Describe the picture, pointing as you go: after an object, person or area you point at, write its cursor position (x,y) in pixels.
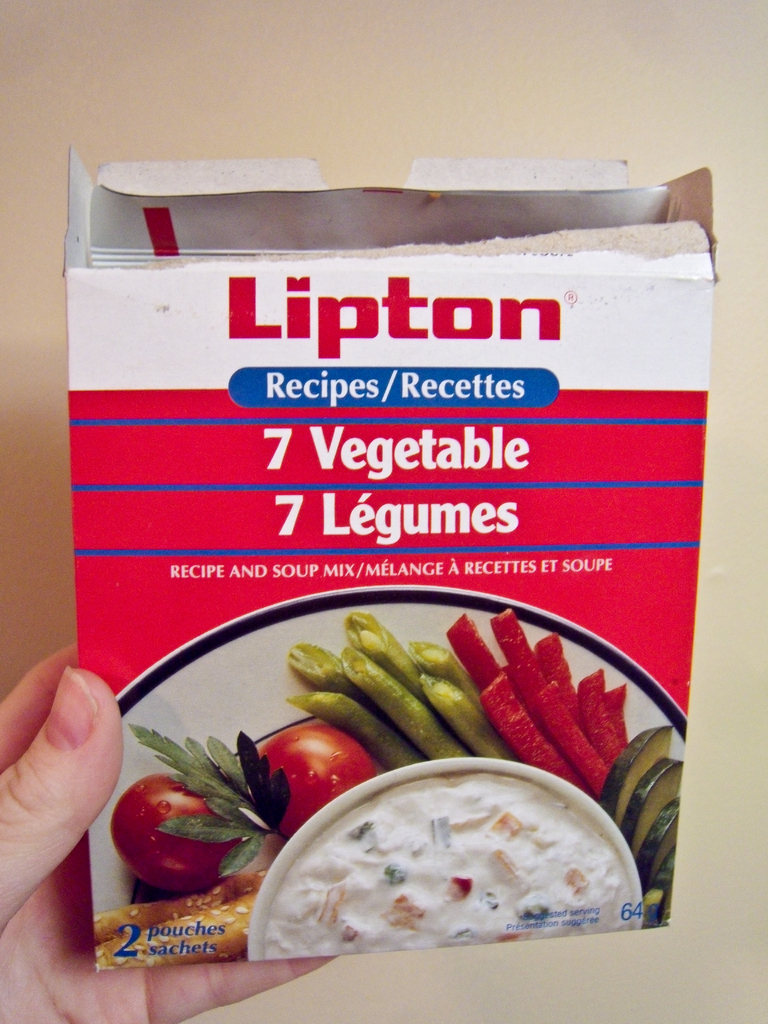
In this image in front (42,748) there is a person (26,730) holding the box (372,507). In the background of the image (355,61) there is a wall (400,78).
